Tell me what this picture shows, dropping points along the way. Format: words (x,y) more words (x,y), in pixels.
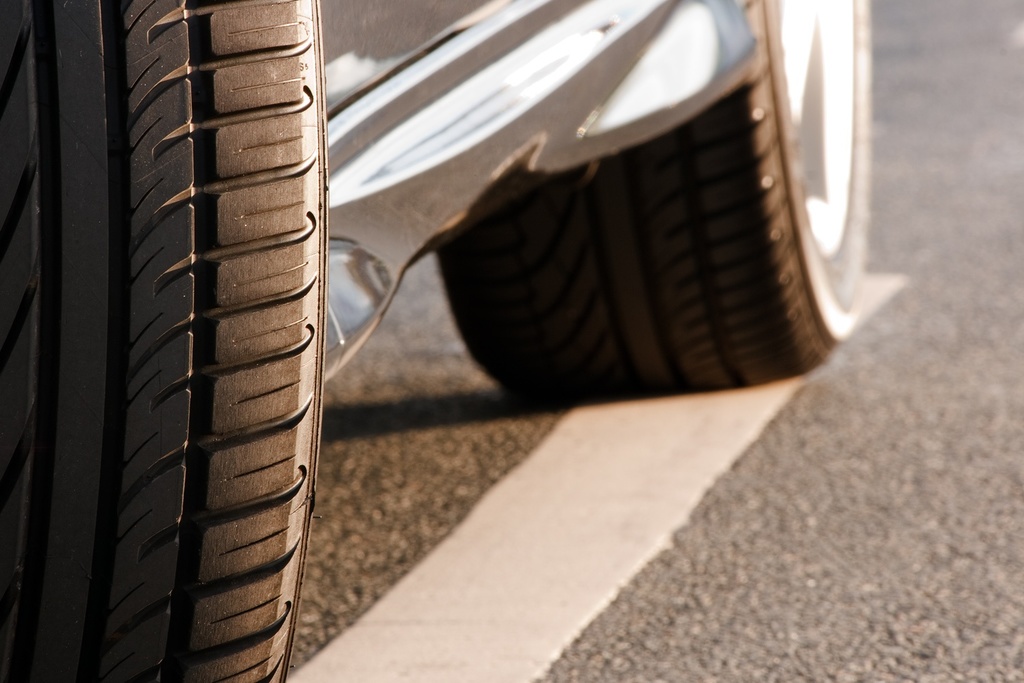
This is the picture of a car (148,309), at the bottom (183,457). On the right (799,531) it is road (838,472). The background (931,217) is blurred.
